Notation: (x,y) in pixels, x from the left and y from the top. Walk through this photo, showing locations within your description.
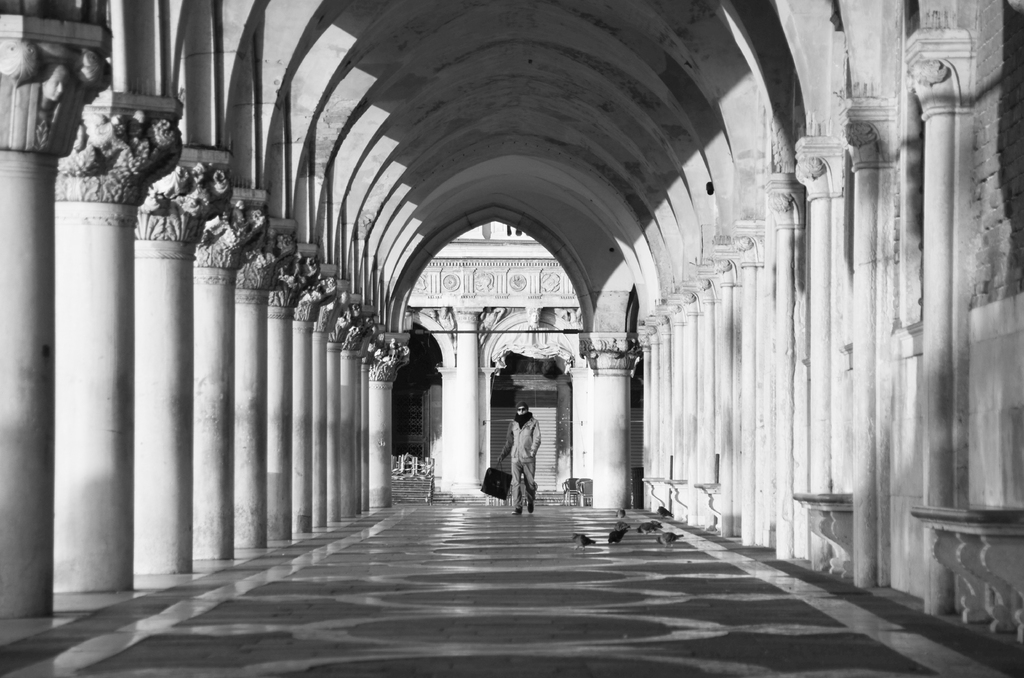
In this image I can see pillars (671,430), rooftop (734,69), flocks of birds (678,541) on the floor (643,567), door (513,395), sculptures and a person (519,497) is walking on the floor (508,542). This image is taken may be in a palace (597,395).
